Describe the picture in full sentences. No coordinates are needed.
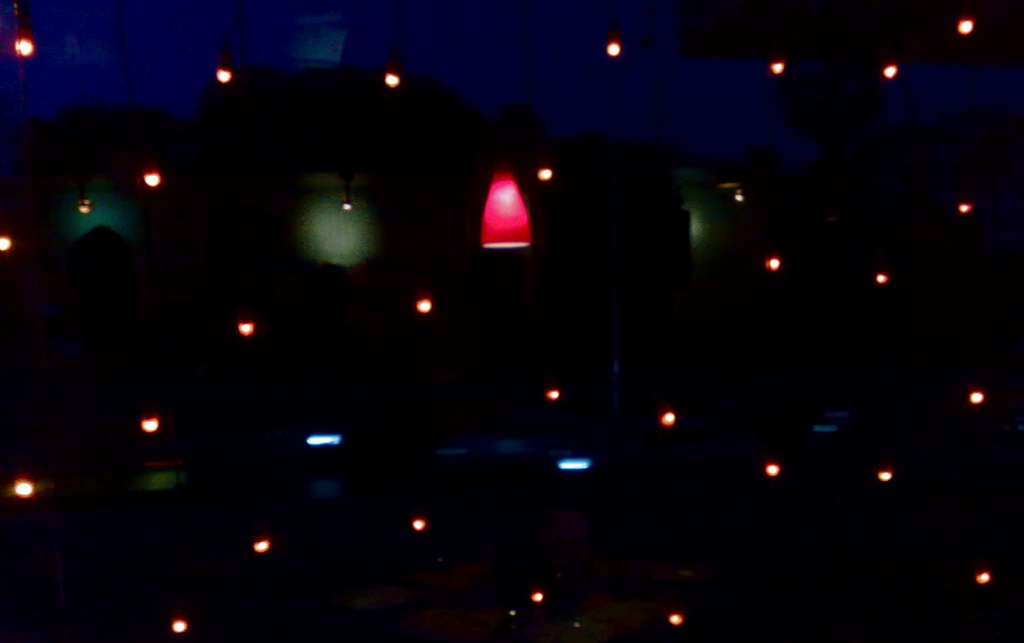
In this image we can see lights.
